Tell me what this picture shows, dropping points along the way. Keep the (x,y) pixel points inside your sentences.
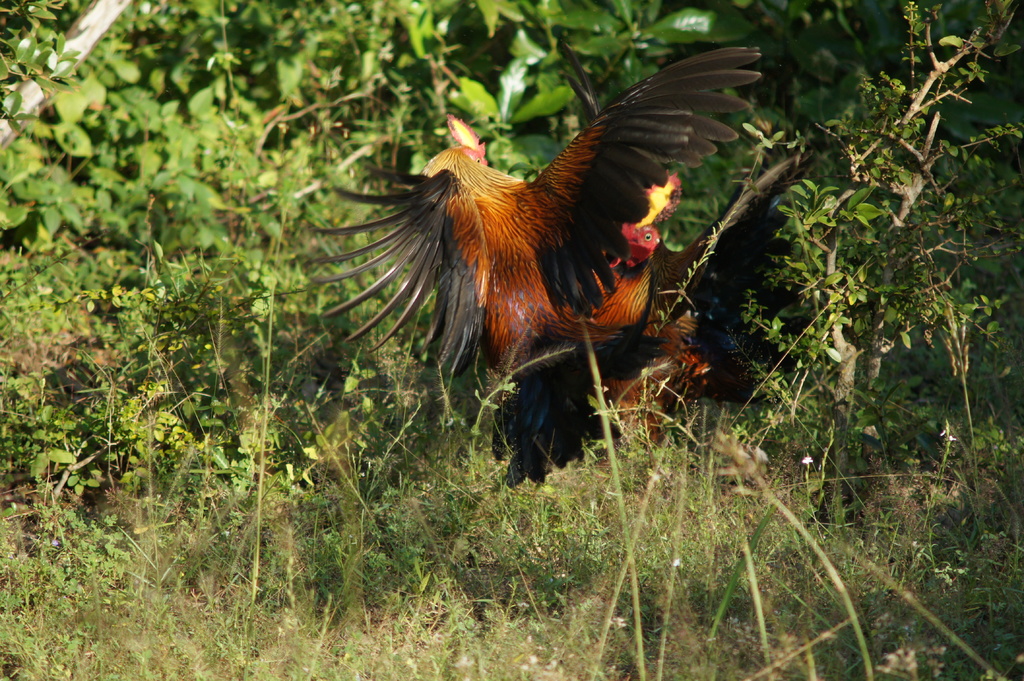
In this image we can see two hens (566,305). In the background of the image (502,161) there are trees (531,86). At the bottom of the image (261,619) there is grass (329,615).
